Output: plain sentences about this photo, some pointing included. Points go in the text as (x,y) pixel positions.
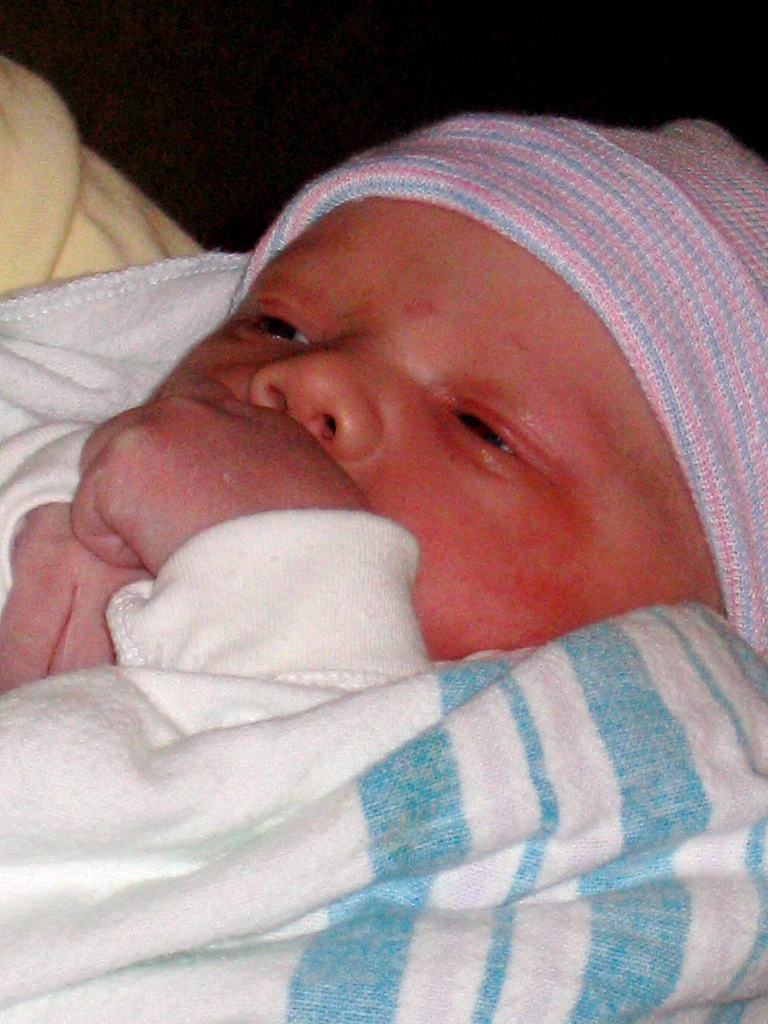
Here we see a baby (701,586) with a cap (465,160) on her head (701,596).
